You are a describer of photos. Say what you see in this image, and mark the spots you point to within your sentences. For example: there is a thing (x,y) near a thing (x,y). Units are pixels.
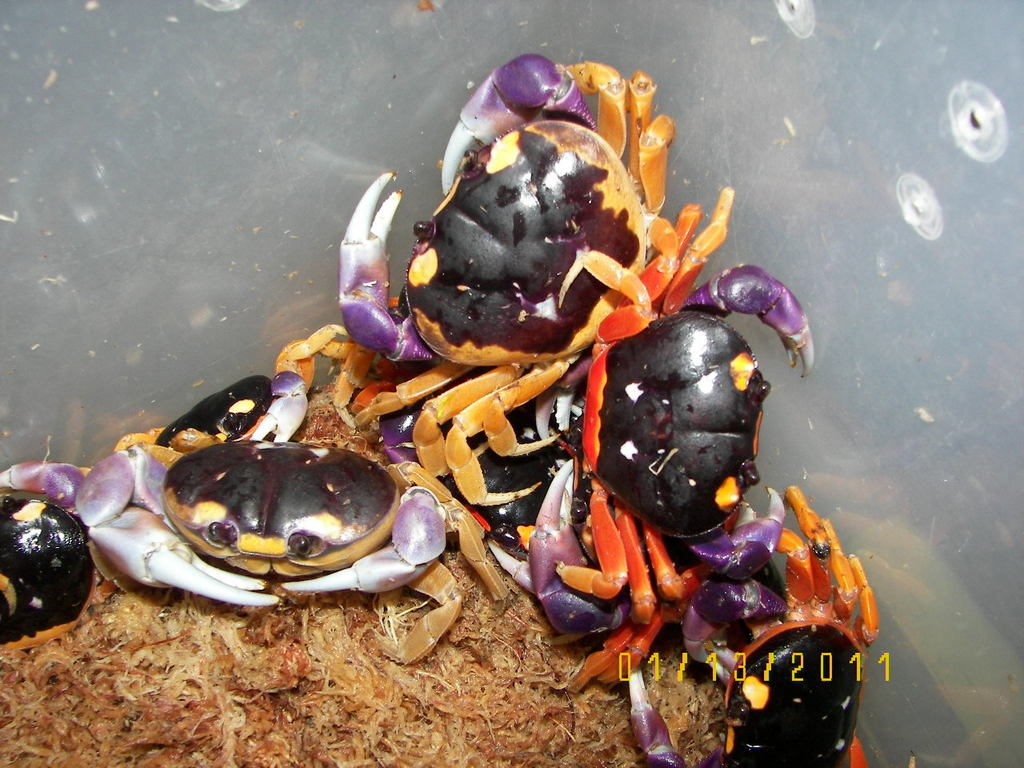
In this image we can see there are so many crabs (662,739) beside that there is something.
